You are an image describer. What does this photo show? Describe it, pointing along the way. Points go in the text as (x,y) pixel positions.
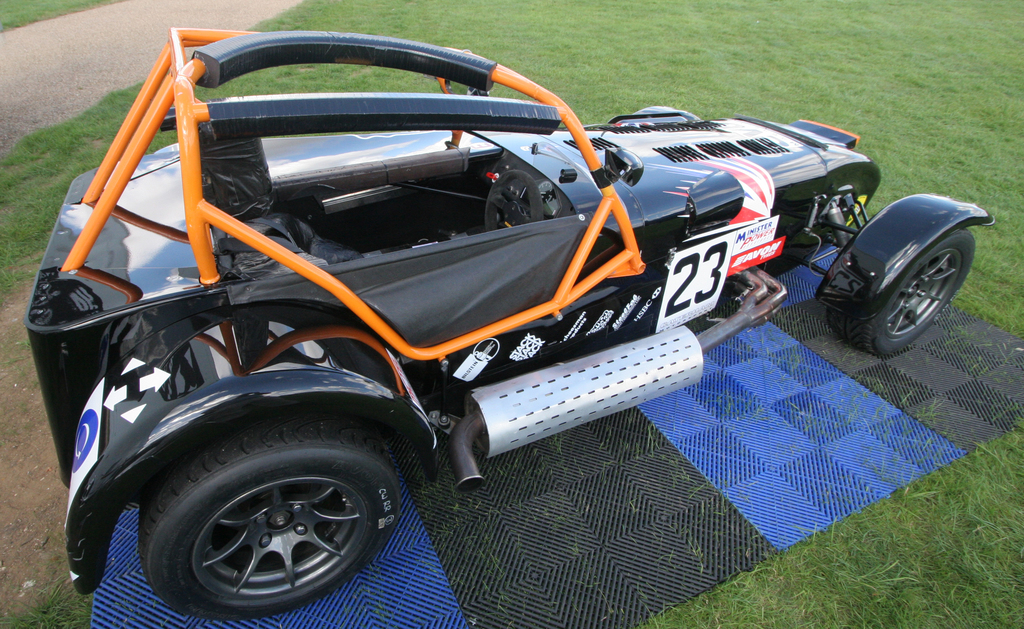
In this image in front there is a car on the mat (794,482). At the bottom of the image (890,571) there is grass (889,584) on the surface (911,587). On the left side of the image (84,52) there is a road (92,54).
